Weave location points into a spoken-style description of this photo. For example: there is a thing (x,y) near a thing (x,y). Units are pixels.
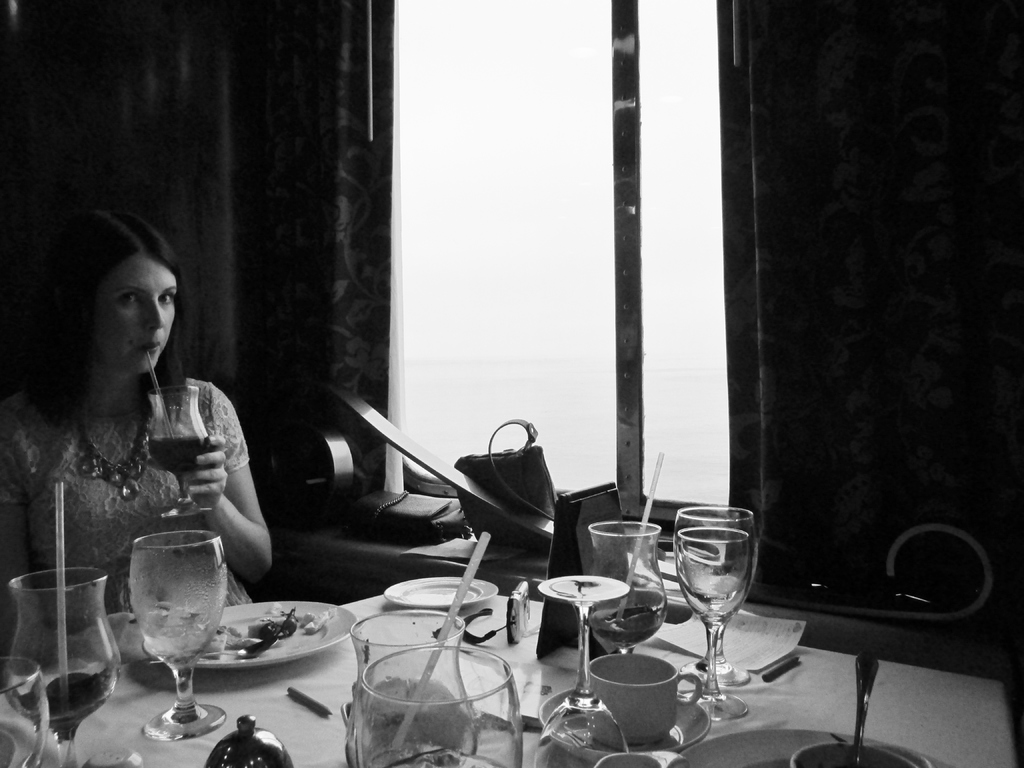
In this image there is a woman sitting near a table (124,751), there are glass (512,706), plate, food (277,634), straw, bag (489,488), card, cup (601,696), saucer (689,721), paper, pen (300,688) and in back ground (389,407) there is window (543,403), curtain (360,51).
